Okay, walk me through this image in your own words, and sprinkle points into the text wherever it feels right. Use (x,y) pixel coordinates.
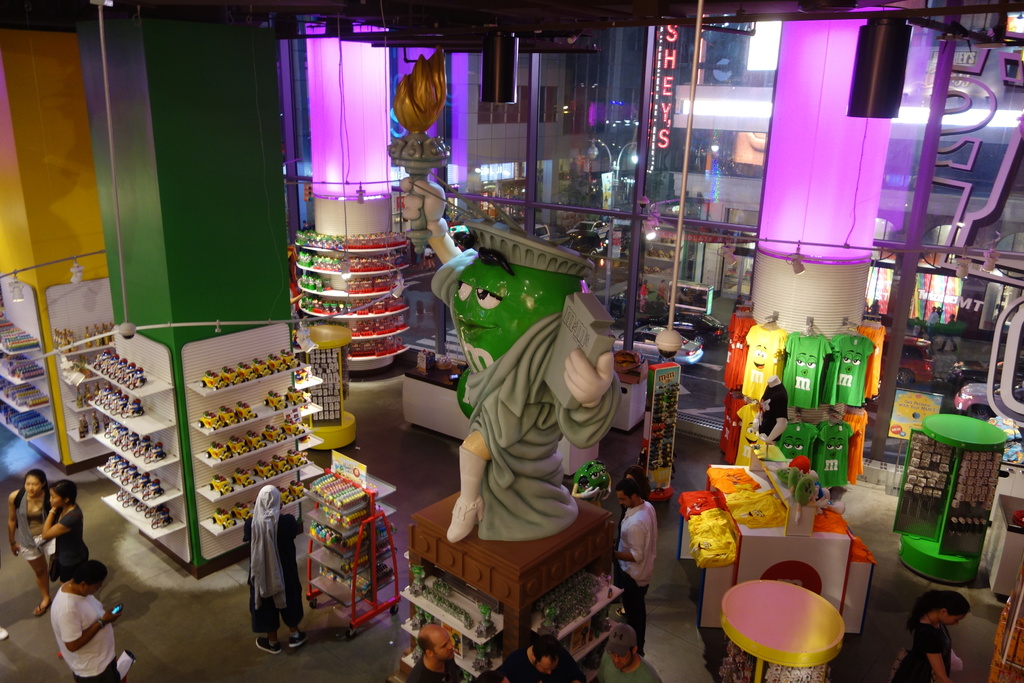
In this picture I can see there are few people (298,605) standing and there are some toys (468,525) and t-shirts (785,426) here.
